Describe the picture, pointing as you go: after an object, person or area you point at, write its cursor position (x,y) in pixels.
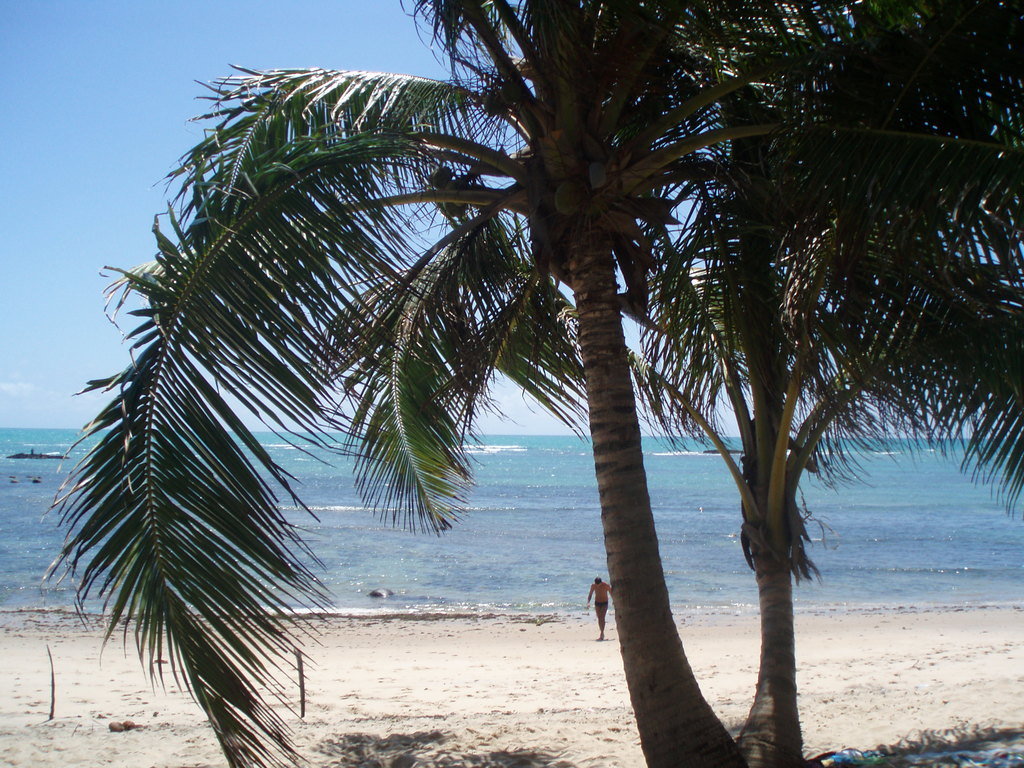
In this image we can see trees (662,417), a person (600,592) on the ground (534,690), there are water (459,556) and the sky (403,50) in the background (574,416).
